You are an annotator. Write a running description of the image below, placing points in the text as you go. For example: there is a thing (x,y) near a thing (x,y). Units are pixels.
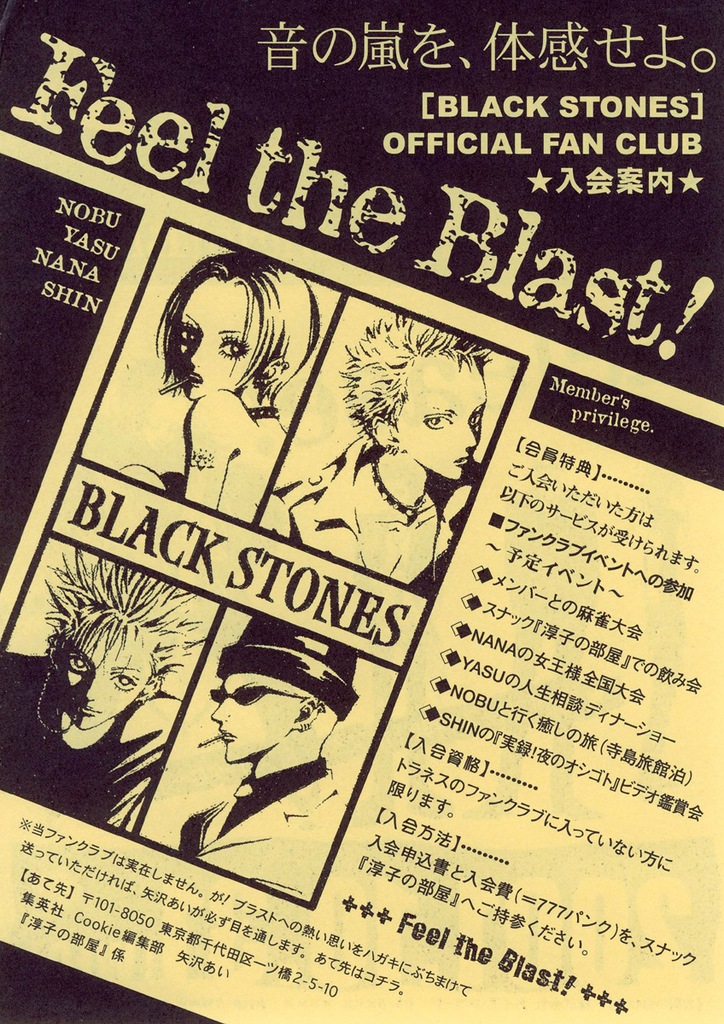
This picture is a poster (484,688). In this picture there are cartoons (247,626) and text (663,765).
